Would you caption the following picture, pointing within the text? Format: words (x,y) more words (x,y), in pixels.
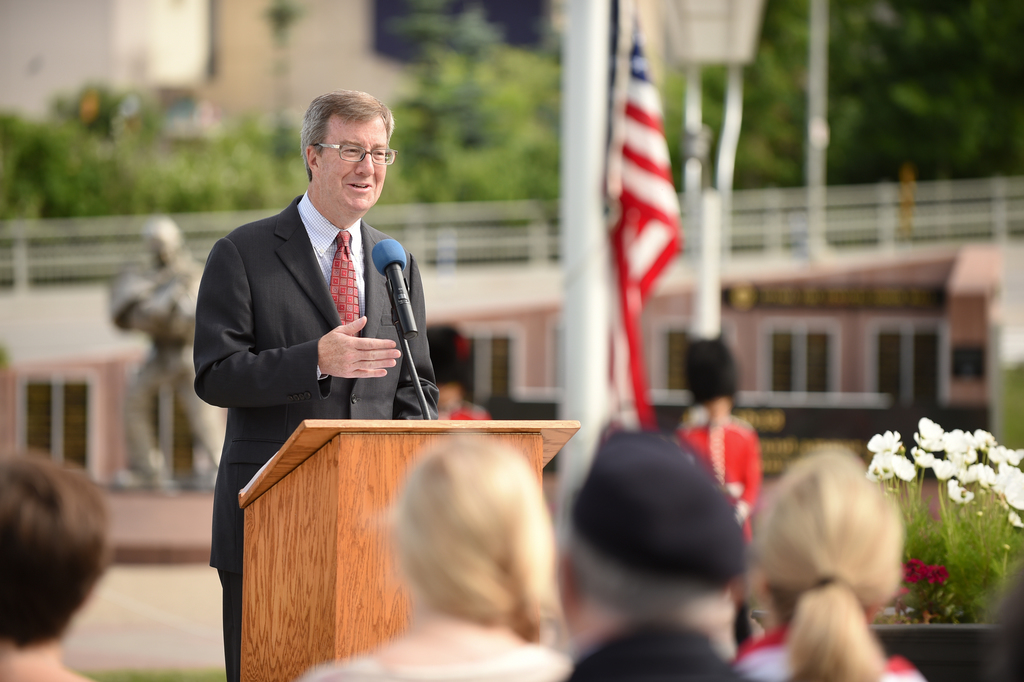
In this image I can see heads (473,609) of few persons (447,590) and a person (317,391) wearing shirt (333,235), tie (346,263) and blazer (287,285) is standing in front of a podium (312,493). I can see a microphone (406,323) on the podium (424,421). I can see few plants (950,548) with white colored flowers (949,470), few persons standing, a flag (635,148), a building (475,330) and in the background (912,95) I can see few trees (122,180) and few other buildings (141,51).
